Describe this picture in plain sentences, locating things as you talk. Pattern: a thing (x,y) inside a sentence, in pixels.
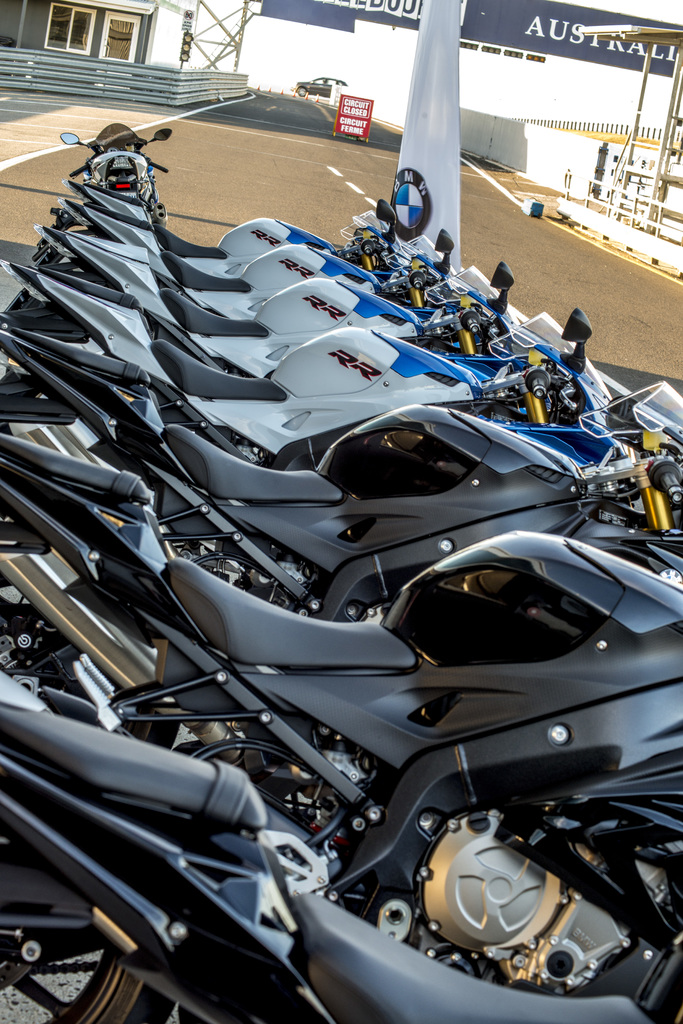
In this image I can see few motorcycles (288,483) and I can see colour of these motorcycles (347,503) are white and black. I can also see something is written on few bikes (340,337). In the background (364,107) I can see white cloth (437,125), a red board (344,124), few lights (183,58), a building (49,41) and a car (320,88). I can also see something is written on this board (351,112) and here I can see a logo (420,190) on this cloth (430,206).
